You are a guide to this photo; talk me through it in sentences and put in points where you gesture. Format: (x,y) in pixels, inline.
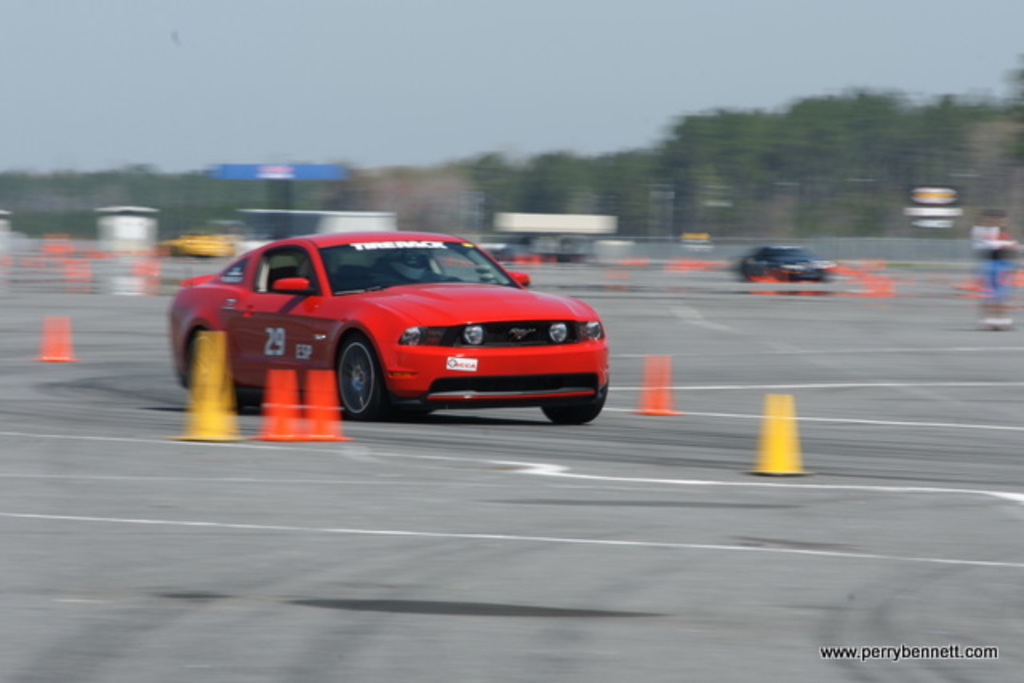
In this image there are cars (558,301) on the road (475,429). Beside them there are traffic cones (329,395). In the background (785,213) there are trees (871,168) and sky (448,98).
